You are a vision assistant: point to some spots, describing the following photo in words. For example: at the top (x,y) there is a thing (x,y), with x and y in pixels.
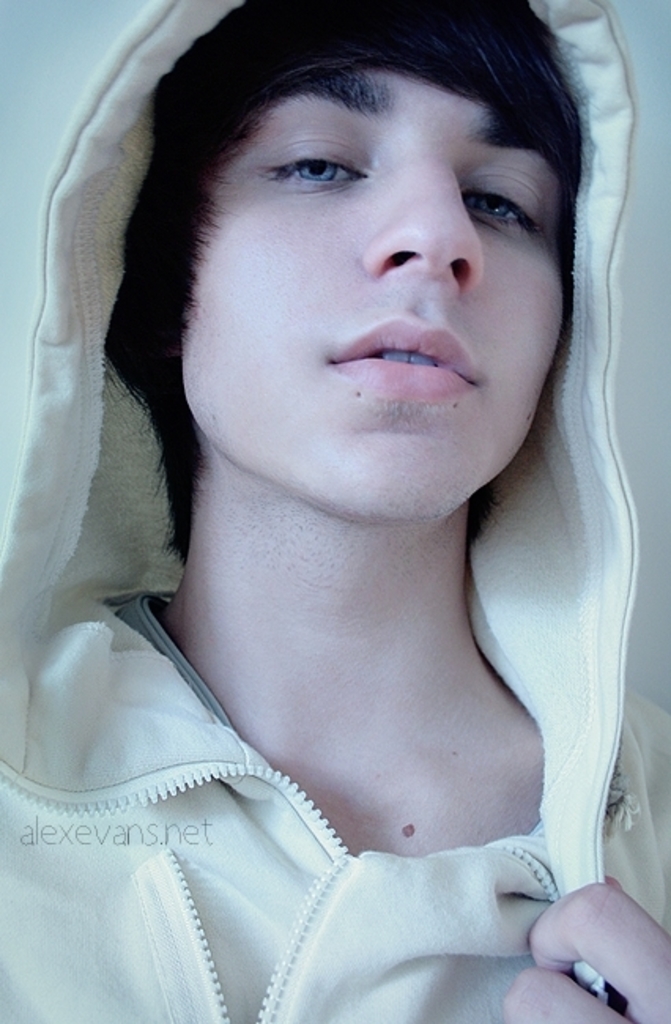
In this image there is a picture (312,673) of a person (256,525) as we can see in middle of this image (319,660), and there is a text logo (135,828) at bottom left side of this image (142,835).
